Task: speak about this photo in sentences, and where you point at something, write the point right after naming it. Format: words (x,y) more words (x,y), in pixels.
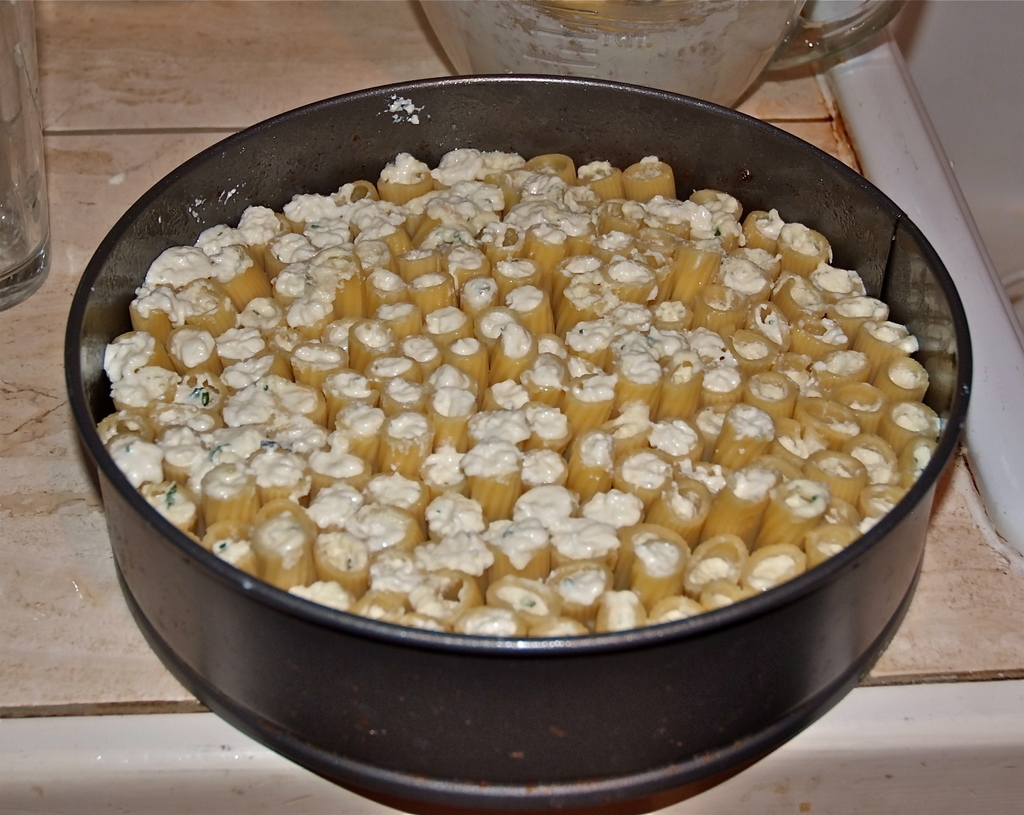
In this image, we can see a black color container (906,529) and we can see a glass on the tiled surface (153,101).
